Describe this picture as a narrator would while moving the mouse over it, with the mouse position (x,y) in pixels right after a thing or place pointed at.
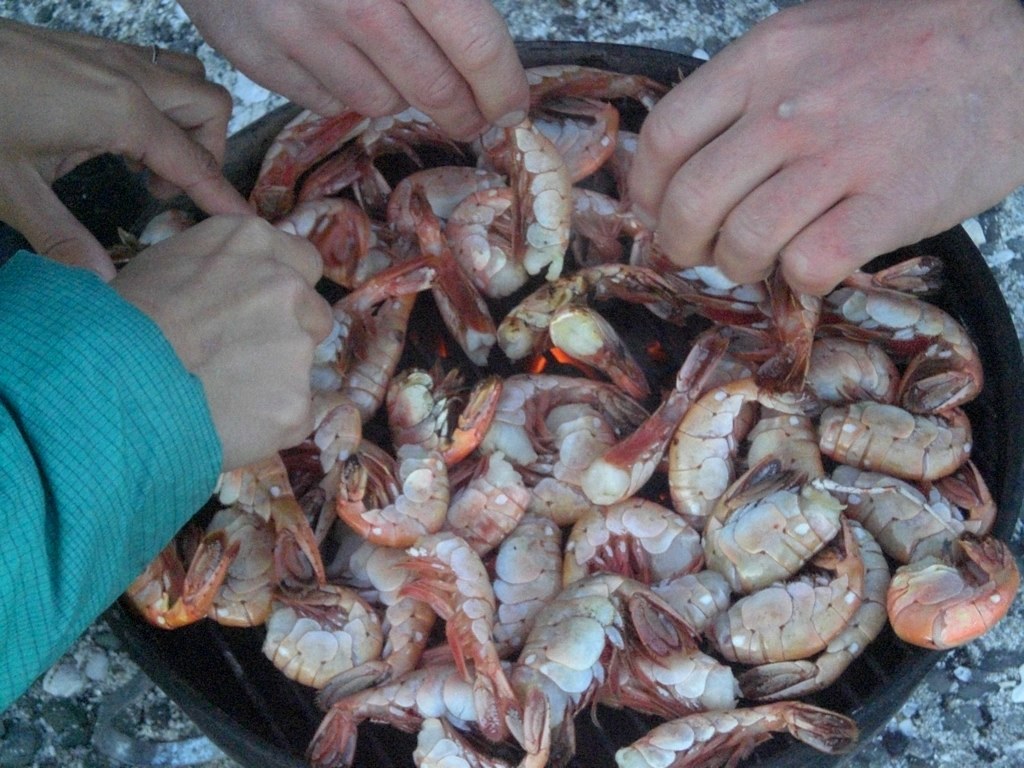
In this image I can see a black colored object (238,656) and number of shrimps (442,650) which are cream and red in color. I can see hands (222,337) of few persons (360,84).
